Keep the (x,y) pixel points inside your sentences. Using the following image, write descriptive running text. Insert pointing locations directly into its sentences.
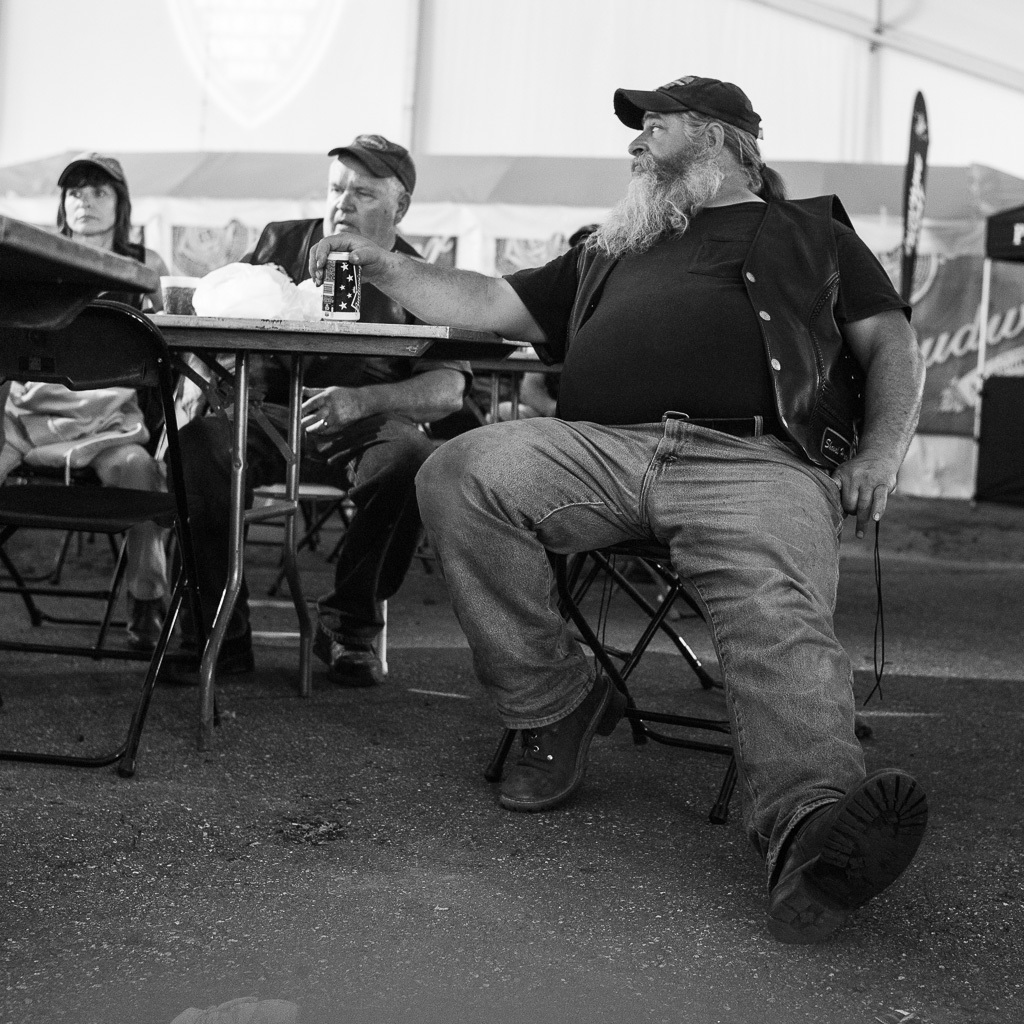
In this picture we can see three persons (447,462) sitting on the chairs (95,656). This is the table (211,347) and there is a tin (355,305). This is the road (242,927).
